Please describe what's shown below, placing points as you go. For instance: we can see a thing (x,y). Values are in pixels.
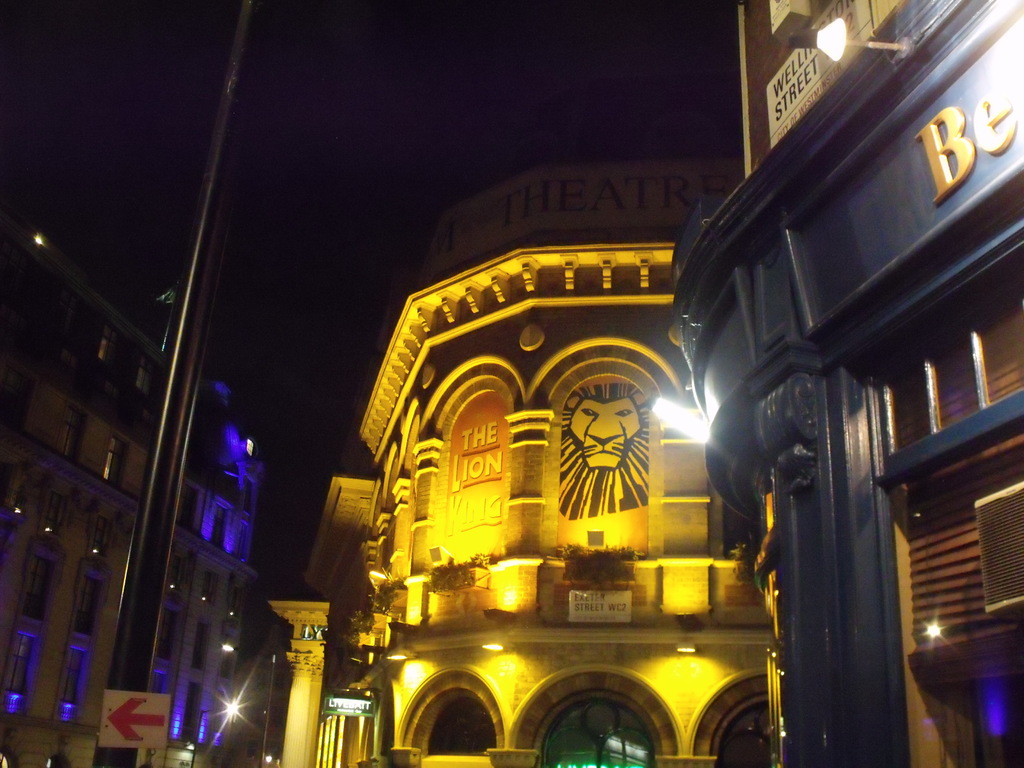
This image is taken during the night time. In this image we can see that there is a building (506,515) in the middle (506,488). On the right side (817,350) there is another building (850,401). On the left side (180,392) there is a pole (172,431) to which there is a directional board (123,705). At the bottom (396,655) there are lights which are attached to the building (488,668).
